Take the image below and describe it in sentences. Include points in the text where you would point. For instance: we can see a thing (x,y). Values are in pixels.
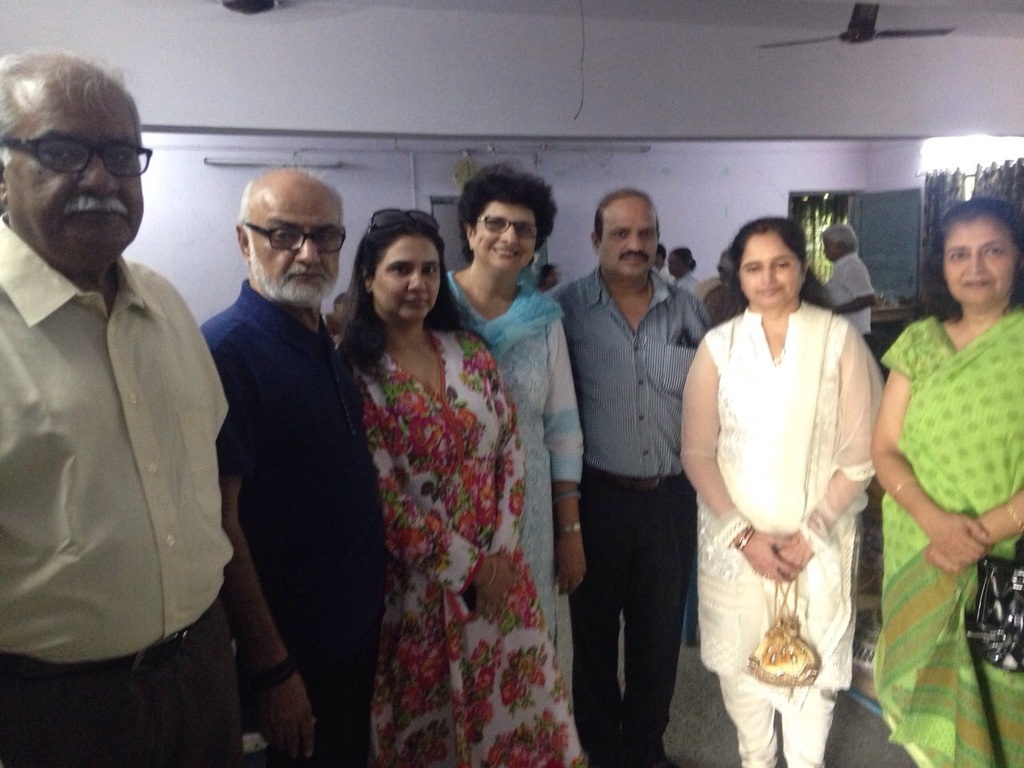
In this image there are men (135,493) and women (713,384) standing. Behind them there is a wall (342,180). There are tube lights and a door (882,205) to the wall (873,187). To the right (1004,176) there is a curtain (978,175) to the wall (888,176). At the top (857,25) there are fans (869,34) to the ceiling (724,28).
